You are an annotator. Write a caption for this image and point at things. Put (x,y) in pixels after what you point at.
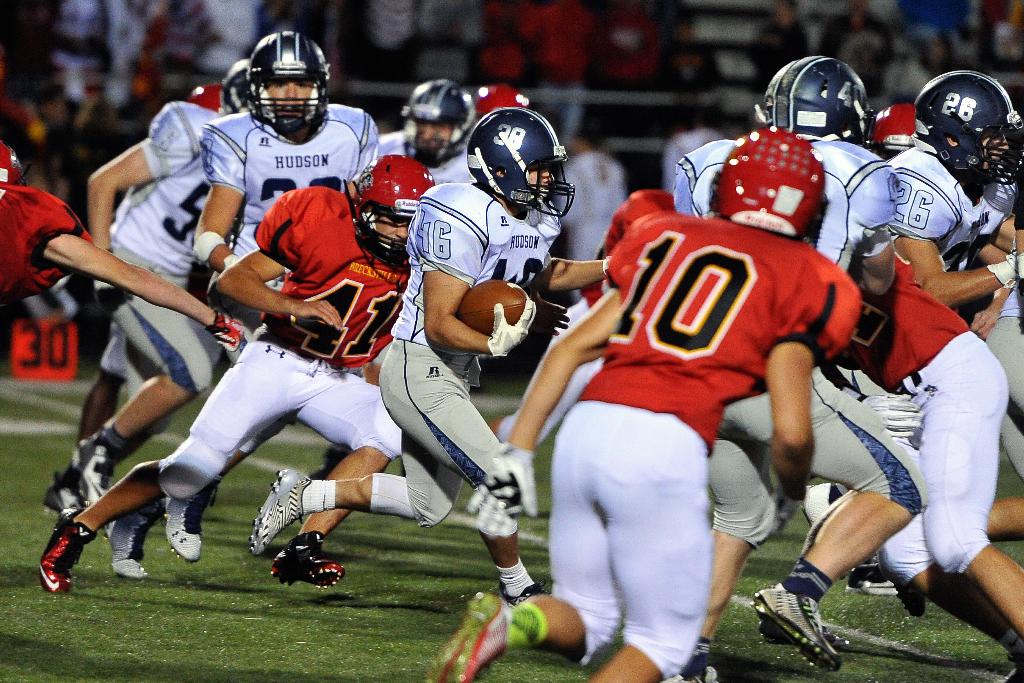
In this image we can see a few people (640,408) wearing sports dress (299,344) and one among them is holding a ball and it looks like they are playing. In the background (890,92), we can see the image is blurred.
